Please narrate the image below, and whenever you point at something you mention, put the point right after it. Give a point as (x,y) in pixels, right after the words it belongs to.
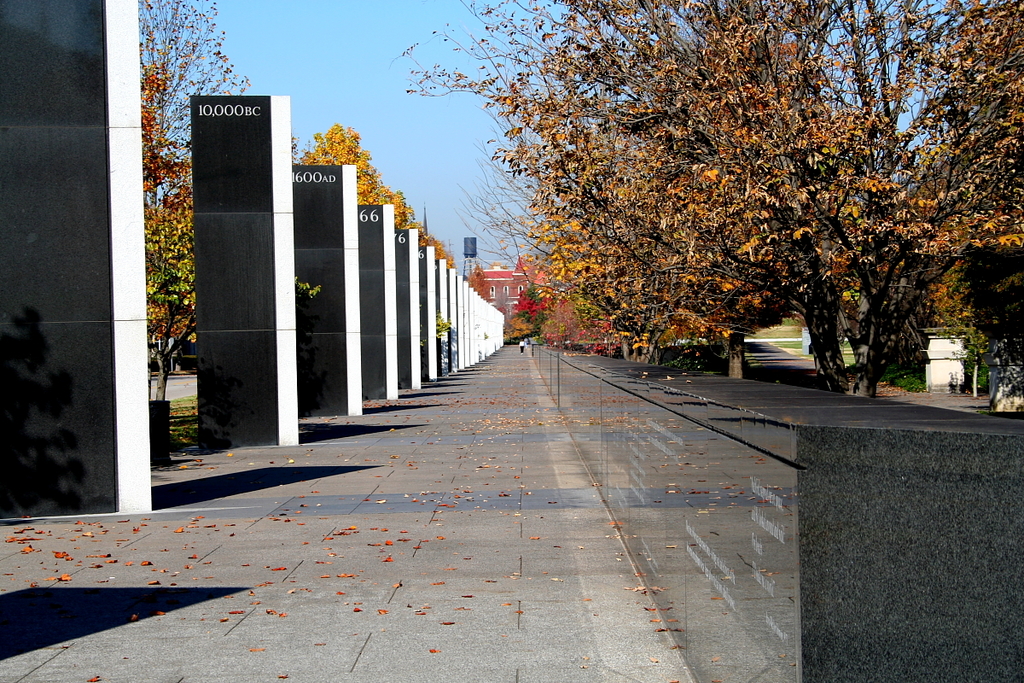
This image is clicked on the walkway (504,572). To the left (312,384) there are pillars (299,335) on the walkway (309,425). There is text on the pillars (238,113). To the right (690,626) there is a short wall (709,520) beside the walkway (481,552). There is text (773,528) on the wall (714,549). Behind the wall (616,489) there are trees (705,273). Beside the trees (838,321) there is a path (812,362). Behind the pillars (222,381) there is a road (170,391). In the background (519,281) there is a building (518,288). At the top (293,66) there is the sky (333,69).
